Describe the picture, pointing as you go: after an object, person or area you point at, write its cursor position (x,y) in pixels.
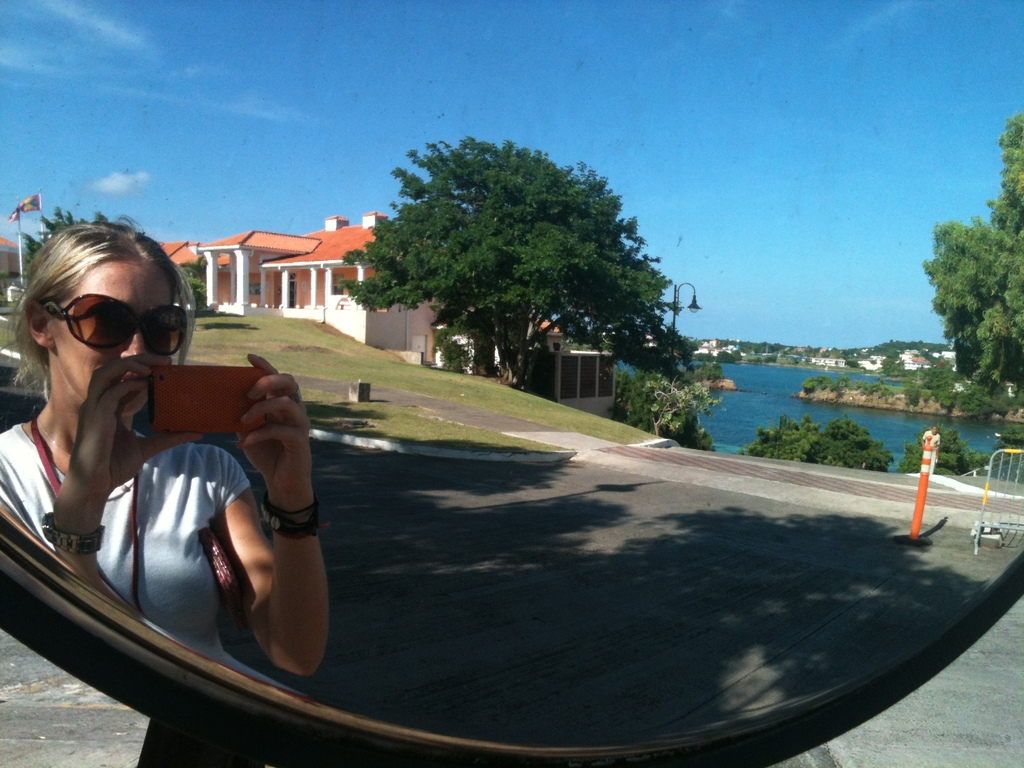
In the image we can see a mirror (859,434). In the mirror (580,357), we can see the reflection (163,487) of a woman (138,509) wearing clothes (130,538), wristwatch (71,539), bracelet (313,515), goggles (100,326) and she is holding a device (171,407) in her hand (157,436). This is a road (701,577), road barrier (1023,477), grass (422,431), building (313,264), flag (31,207), trees (573,240), water (732,394), plant (842,432) and a sky (369,102).
